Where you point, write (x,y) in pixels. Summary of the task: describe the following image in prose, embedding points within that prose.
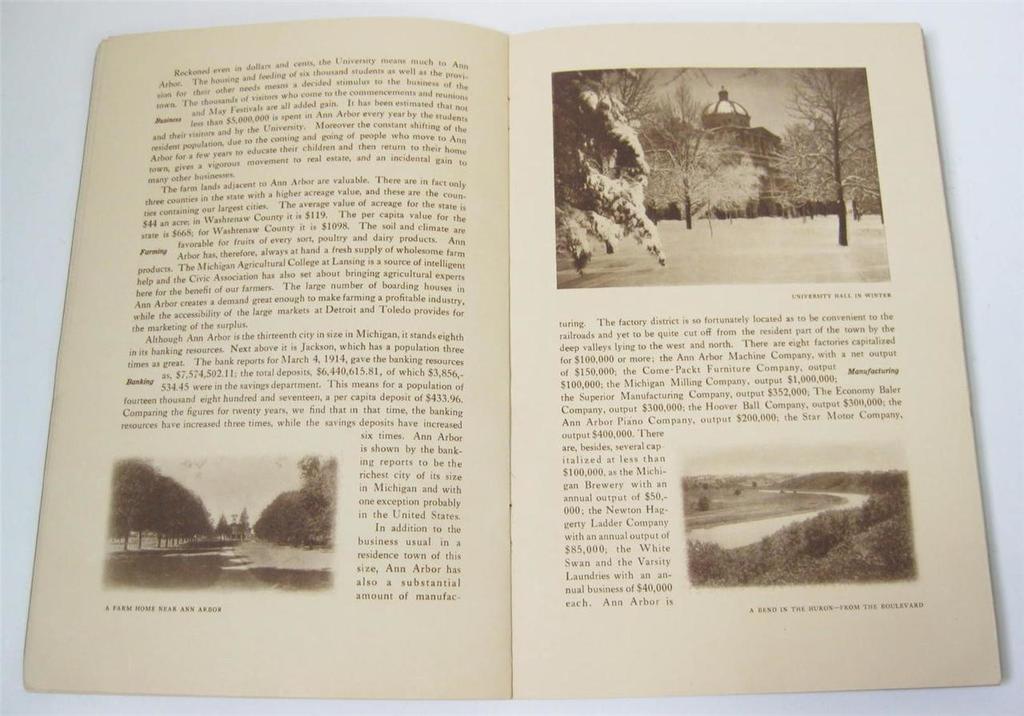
There is a book (651,388) on a platform (981,83). Here we can see pictures (717,272) of trees (582,139), building (743,119), and plants (812,549). There is text (460,372) written on it.
